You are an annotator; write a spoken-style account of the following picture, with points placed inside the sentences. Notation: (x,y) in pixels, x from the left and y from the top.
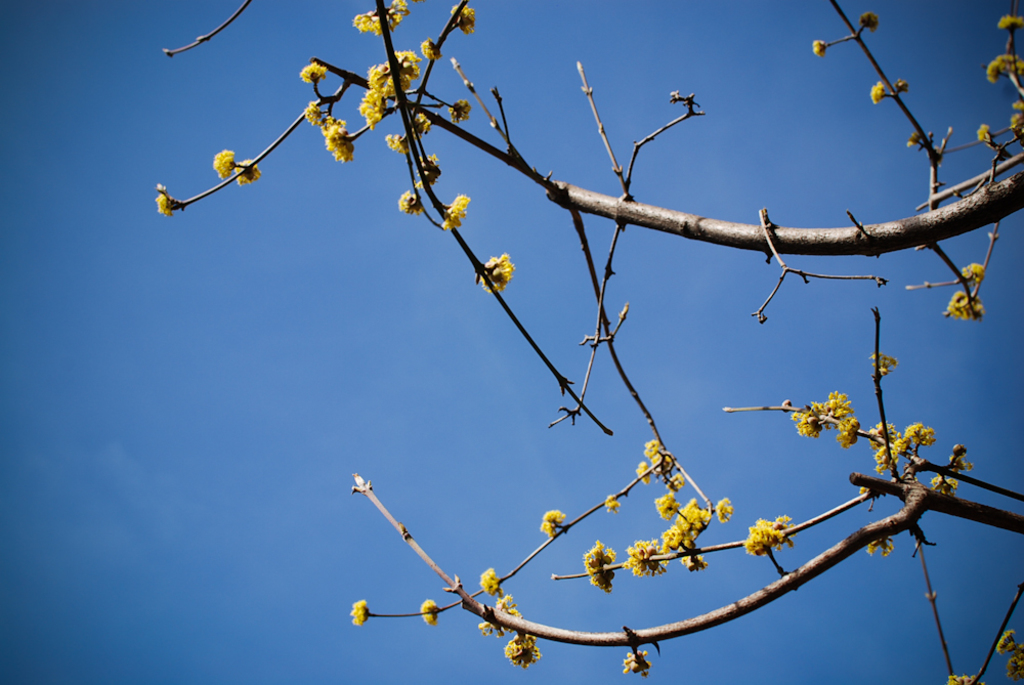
There is a tree (1009,213) which is having yellow color flowers (391,80). In the background (326,254), there is blue sky (289,369).
